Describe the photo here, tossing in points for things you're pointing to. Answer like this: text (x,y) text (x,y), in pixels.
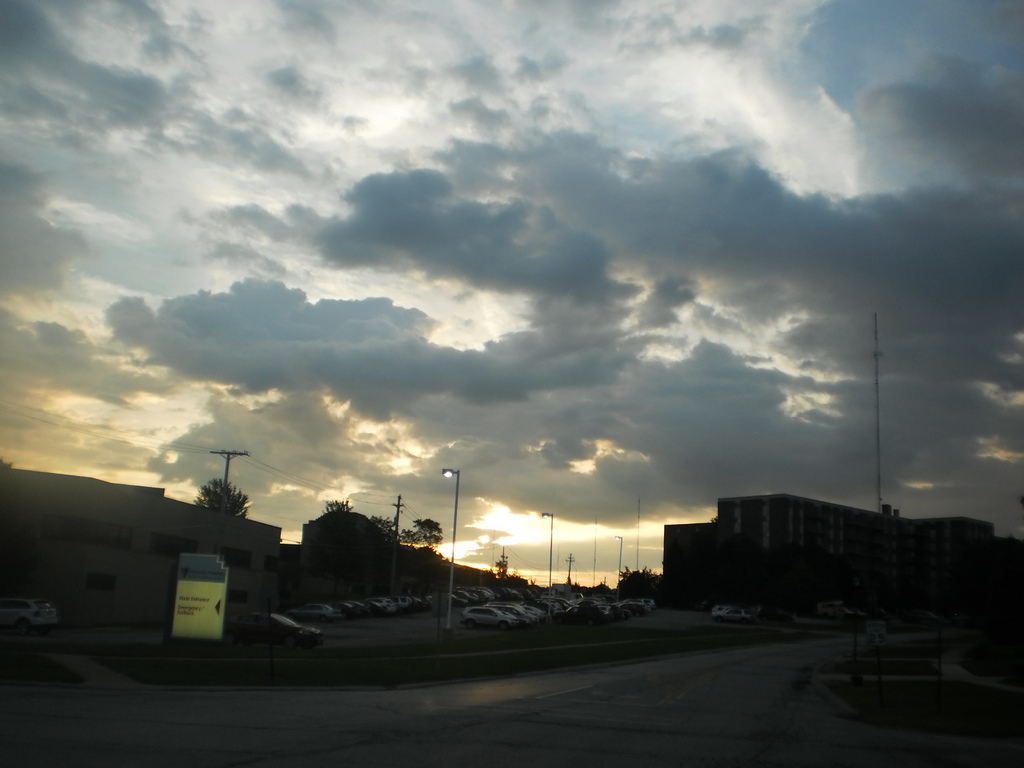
In this image I can see roads (661,754), buildings (71,553), trees (327,548), a board (219,570), number of vehicles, poles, wires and street lights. I can also see clouds (365,235) and sky (203,256) in background (494,302). I can see this image is little bit in dark.
